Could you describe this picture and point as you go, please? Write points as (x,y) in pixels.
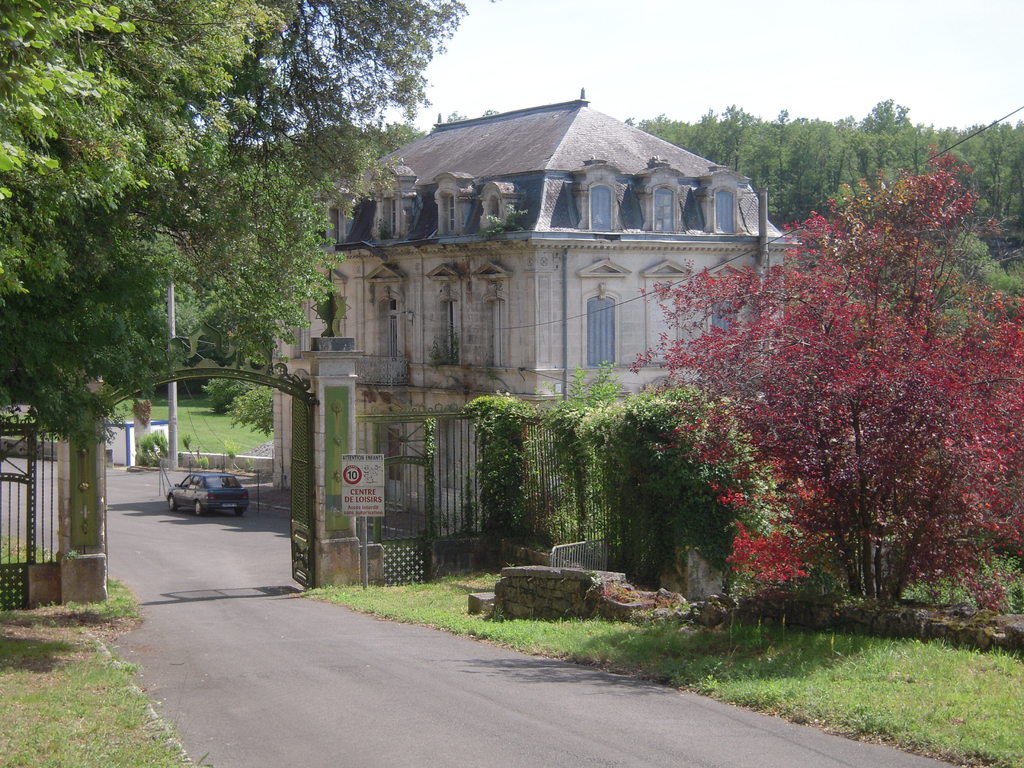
In this image I see a building (588,235) over here and I see the fencing (461,429) and I see the car (191,505) over here and I see the road (210,638) and I see the green grass (42,719) and I see number of trees (57,290) and I the sky (696,65) in the background (603,64) and I see the arch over here and I see a pole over here.
